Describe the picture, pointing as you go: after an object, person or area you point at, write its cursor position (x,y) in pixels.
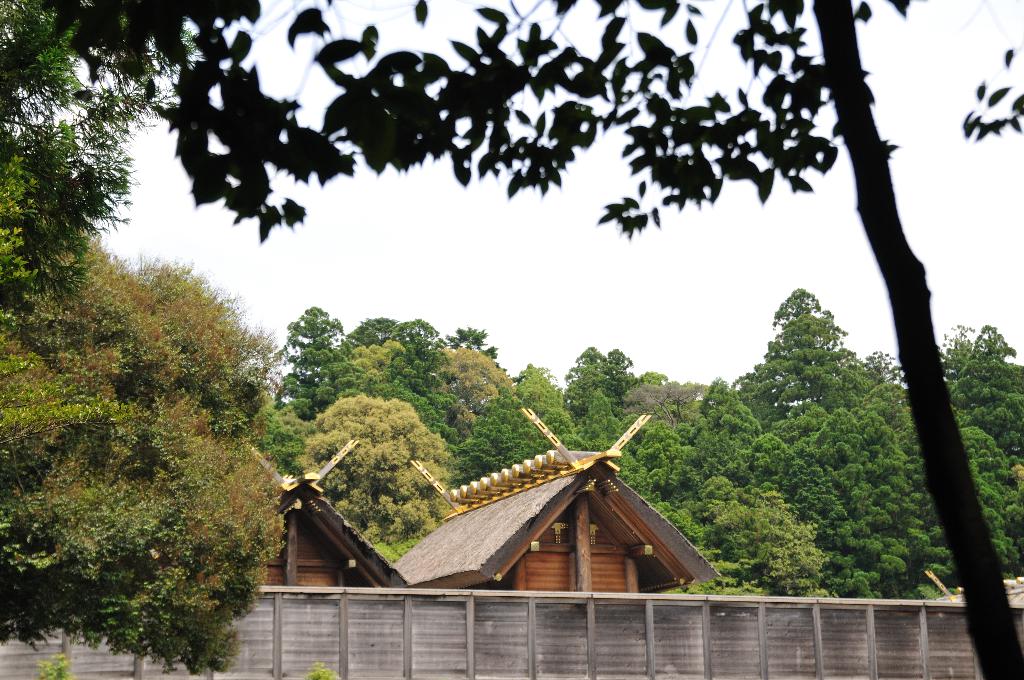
In the image there is a house (528,515) behind a fence (610,642) with trees (101,425) behind it all over the place and above its sky (627,265).
